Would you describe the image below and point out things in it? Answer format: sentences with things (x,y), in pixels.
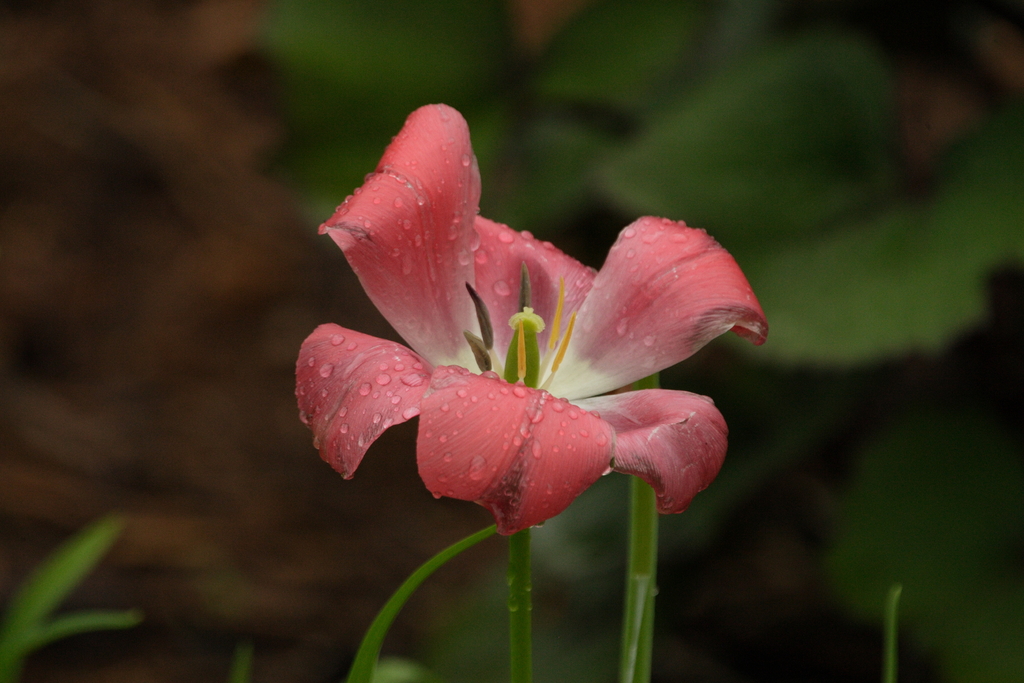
In this picture we can see a flower (518,453) and in the background (771,218) we can see plants (776,247) and it is blurry.
